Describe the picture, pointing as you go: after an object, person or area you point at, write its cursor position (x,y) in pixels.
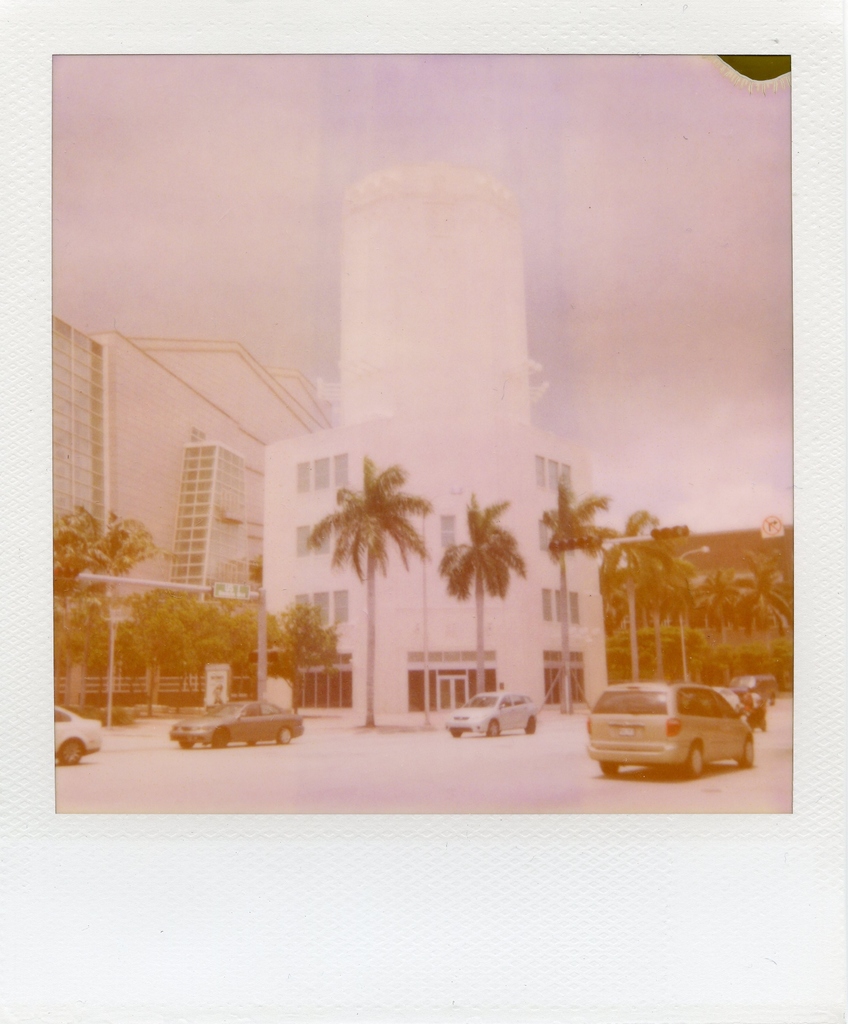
In this picture I can see there are few cars (189,736) moving on the road (296,764) and there are few poles (264,666), trees (291,621) and buildings (288,493) with windows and the sky (313,81) is cloudy.
